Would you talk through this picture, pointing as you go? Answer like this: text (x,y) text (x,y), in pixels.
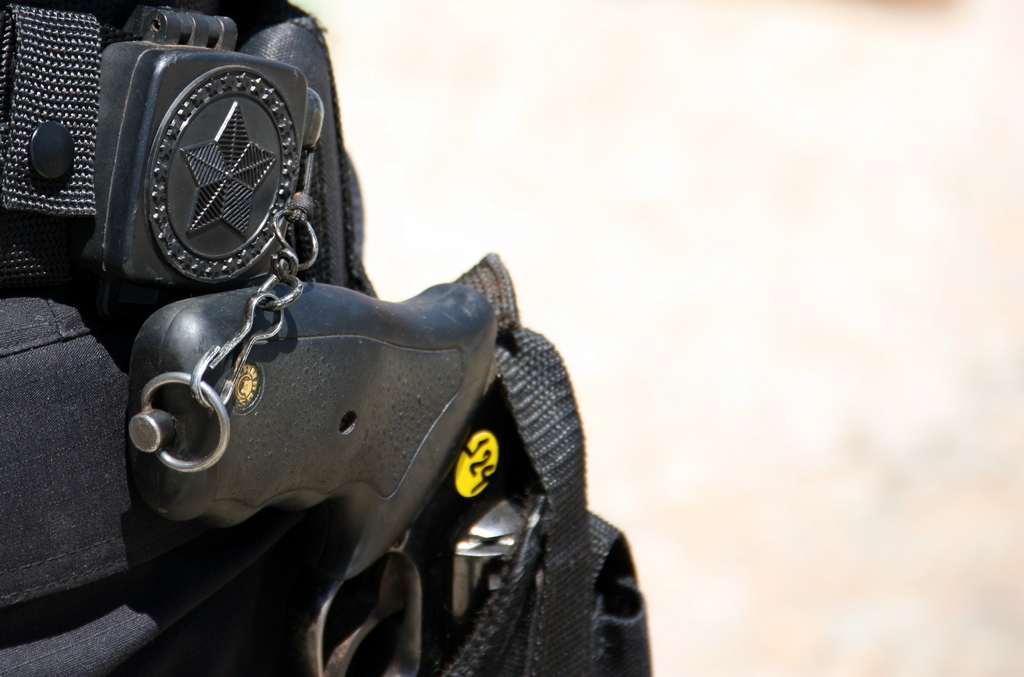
In this image I can see a black color object (122,69) and I can see blurred background (756,139).
